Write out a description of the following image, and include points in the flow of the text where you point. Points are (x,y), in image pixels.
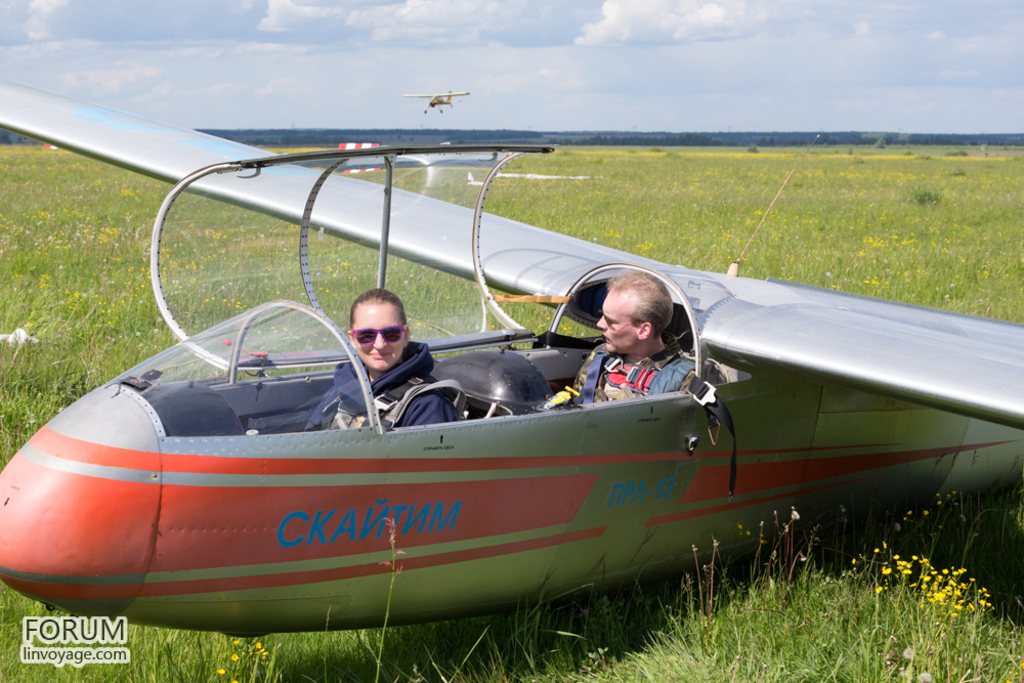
In this picture, we see the man (628,385) and the women (359,335) are riding the airplane (538,418). At the bottom (729,597), we see the grass (670,617) and the flowers (878,591) in yellow color. In the background (458,99), we see an airplane (444,99) is flying in the sky (459,112). There are trees (615,143) in the background (502,134). At the top (655,59), we see the sky (596,40) and the clouds (651,26).
